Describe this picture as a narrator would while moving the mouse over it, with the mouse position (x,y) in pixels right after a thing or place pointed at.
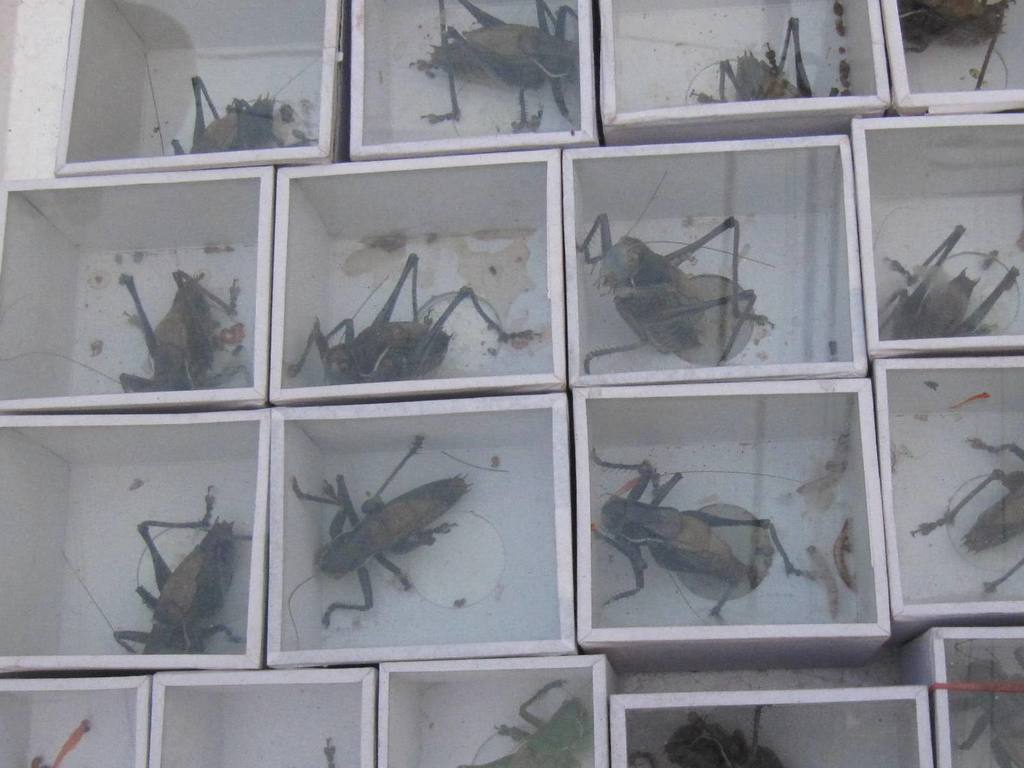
In this image I can see few boxes (248,283). In each and every box (120,450) there is an insect (641,546).
